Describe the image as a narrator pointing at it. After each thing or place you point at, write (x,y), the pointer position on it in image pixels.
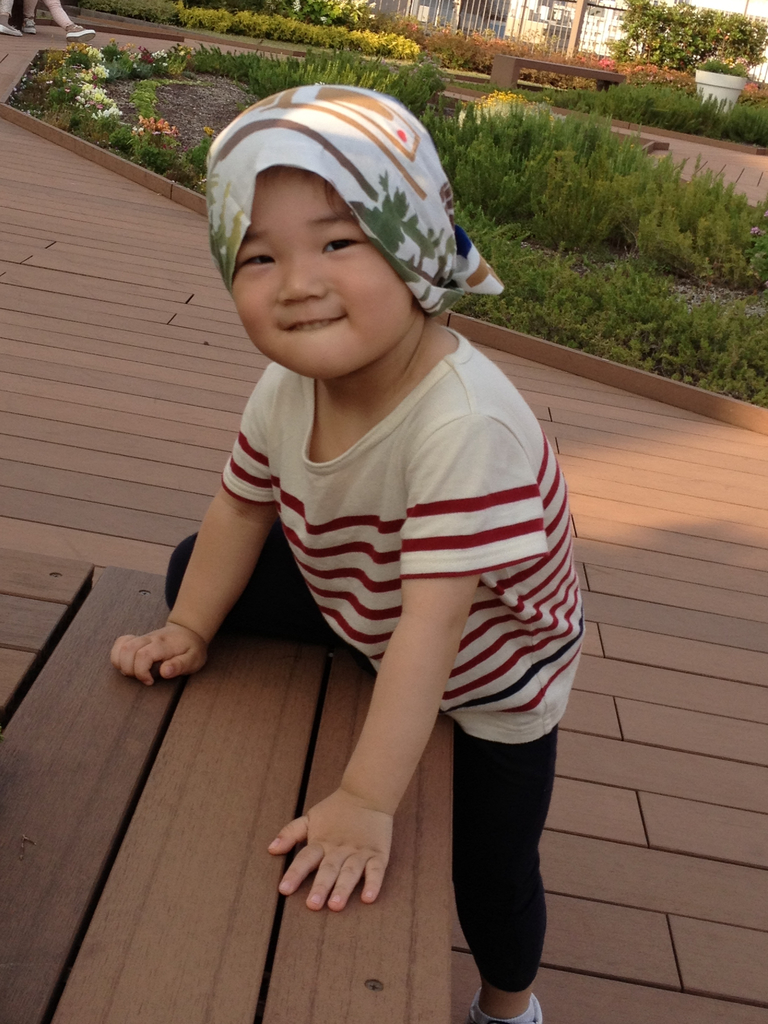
In this image we can see a child (398,500) standing near to a wooden object (280,744). Child (383,469) is having a cap (262,111) on the head (261,282). In the back (505,118) there are plants (566,295). Also there is a bench (506,59) and pot (721,76) with plants (705,66) and there are railings (589,22).
